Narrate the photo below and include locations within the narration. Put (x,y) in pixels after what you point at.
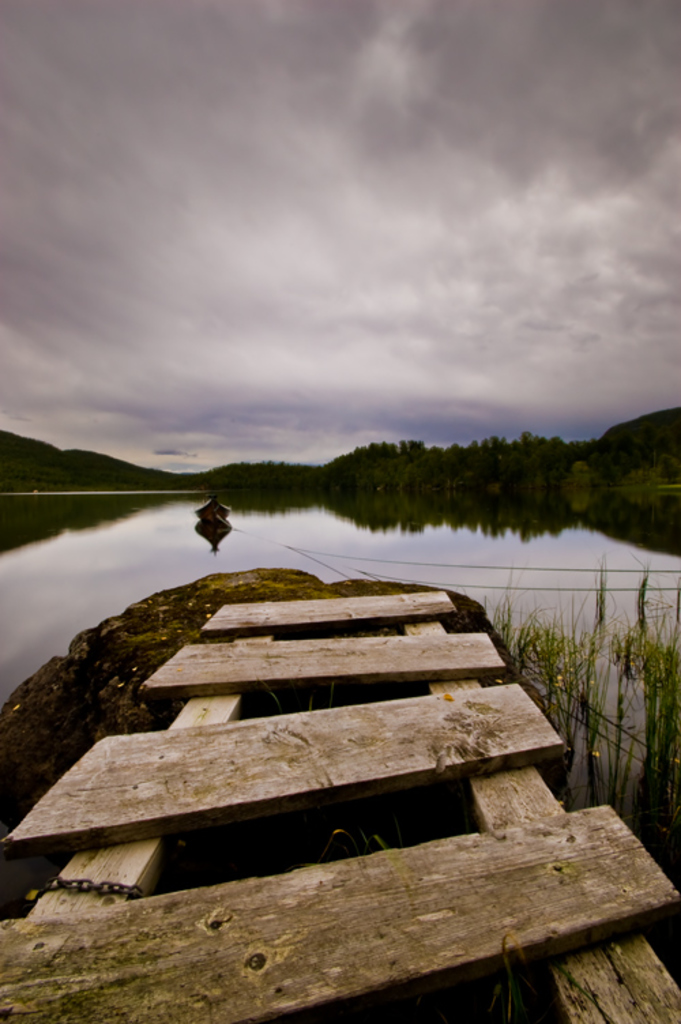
In this picture we can see a wooden object (375,767) and a chain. There is a boat (216,516) and some grass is visible in water (63,558). Few trees (239,471) are visible in the background (395,459). Sky (409,414) is cloudy.
